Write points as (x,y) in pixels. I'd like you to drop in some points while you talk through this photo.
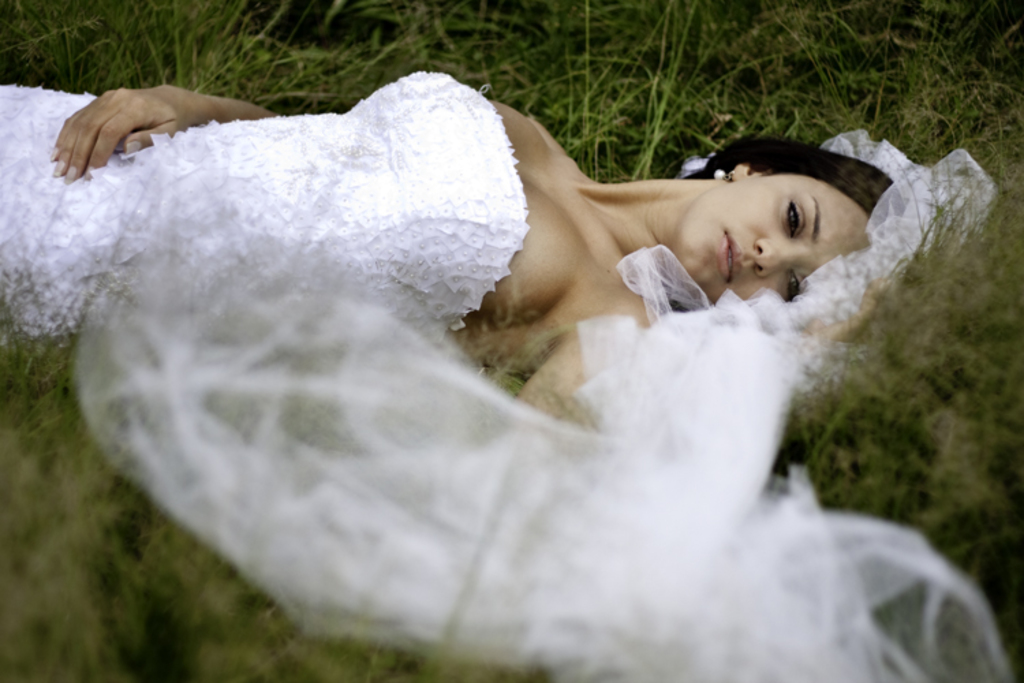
This woman (373,224) wore white dress (279,240) and laying on the ground (231,87). Here we can see grass (129,598).
